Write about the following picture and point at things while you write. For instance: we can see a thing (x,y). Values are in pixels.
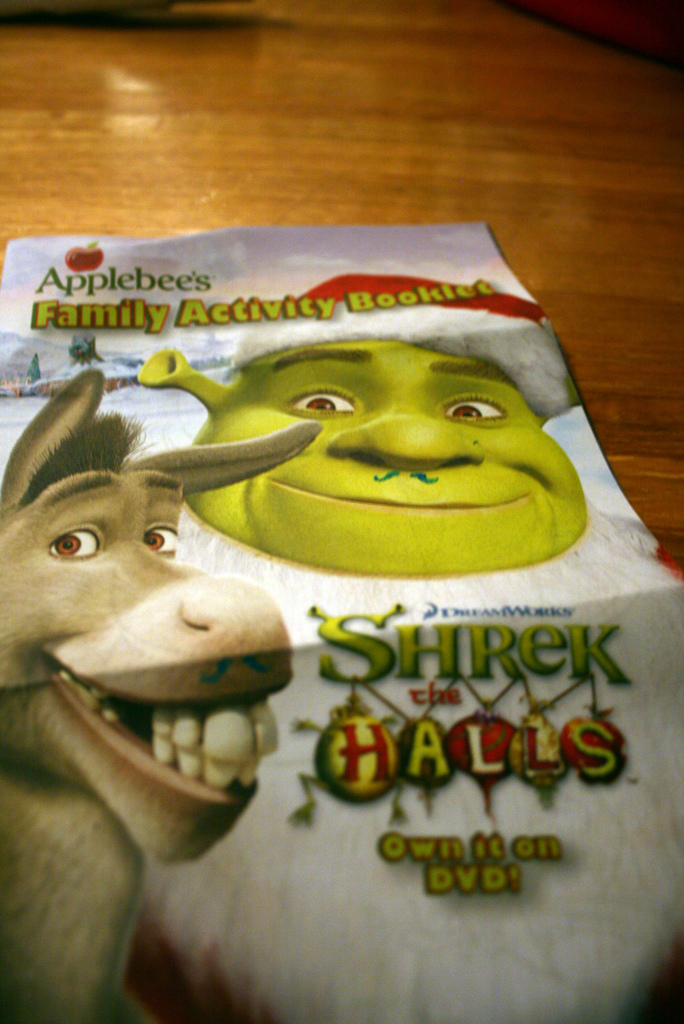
In this image, we can see a poster (133,743).
